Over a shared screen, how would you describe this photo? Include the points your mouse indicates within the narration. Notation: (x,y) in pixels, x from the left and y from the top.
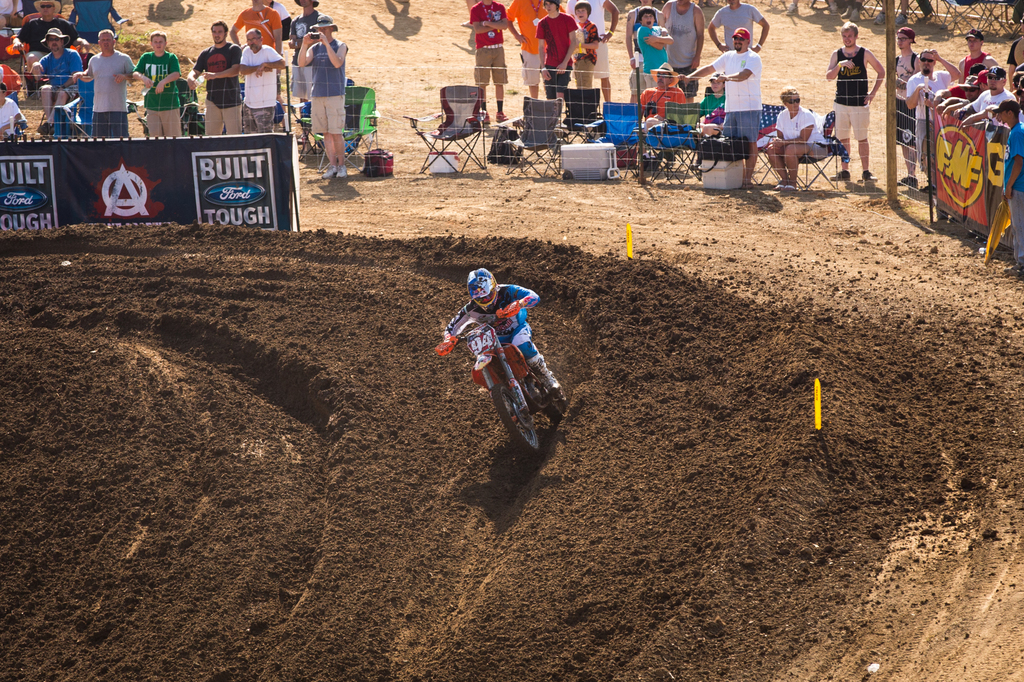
A person (500,283) is riding a sports bike (511,403) there are people (1007,175) who are observing him from this side.
